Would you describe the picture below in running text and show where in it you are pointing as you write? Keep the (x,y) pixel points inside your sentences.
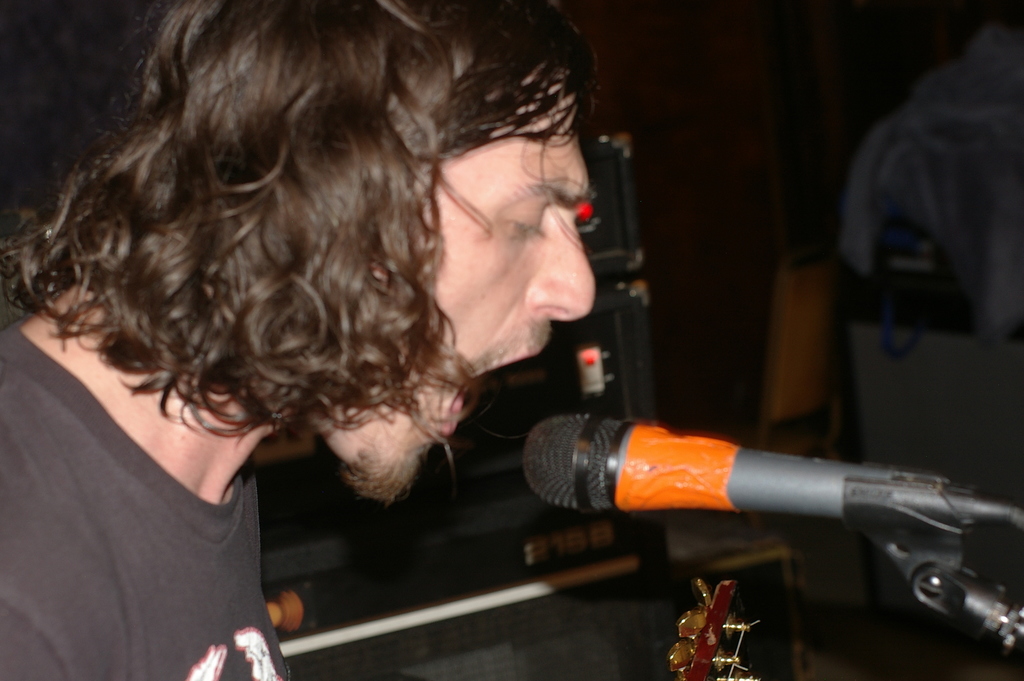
This image consists of a man (269,385) singing in front of a mic (788,473). The background (35,70) is blurred. At the bottom (698,653), it looks like a guitar (706,643). He is wearing a black T-shirt (104,583).
